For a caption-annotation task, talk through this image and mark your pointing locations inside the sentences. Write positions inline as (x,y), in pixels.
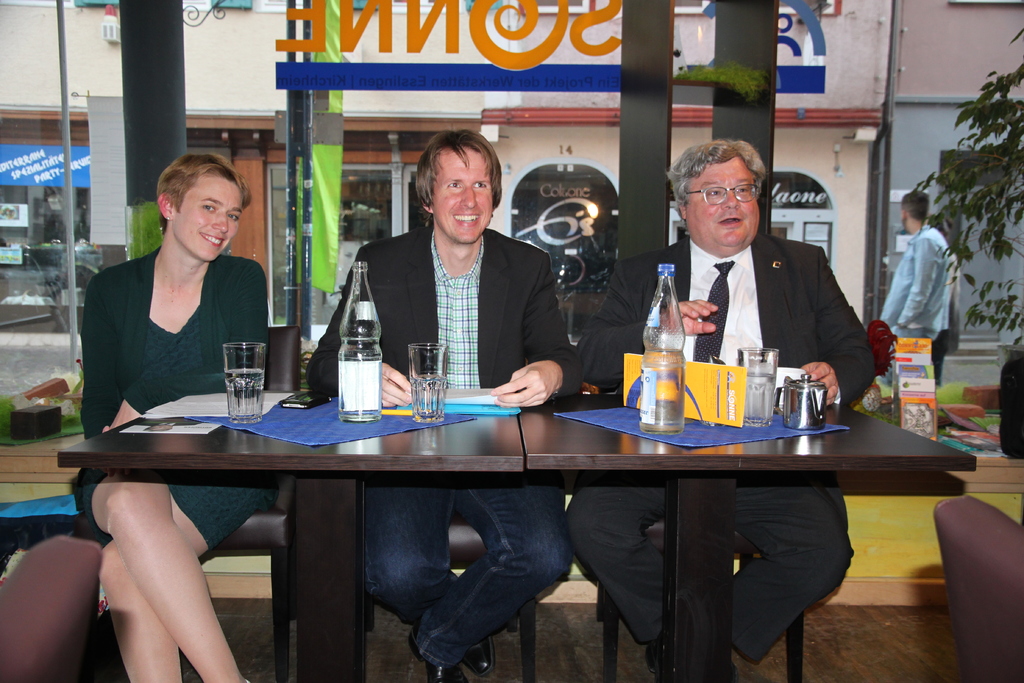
In this picture we can see three persons (552,521) sitting on the chairs (276,544). This is the table (346,469), on the table (337,448) there are some glasses (745,409), and bottles (345,392). On the background (68,80) we can see a pole (73,254). And this is the pillar (160,70). Here we can see a person (942,303) standing on the floor (979,374). And this is the building (925,99). Here we can see a tree (1003,84).
